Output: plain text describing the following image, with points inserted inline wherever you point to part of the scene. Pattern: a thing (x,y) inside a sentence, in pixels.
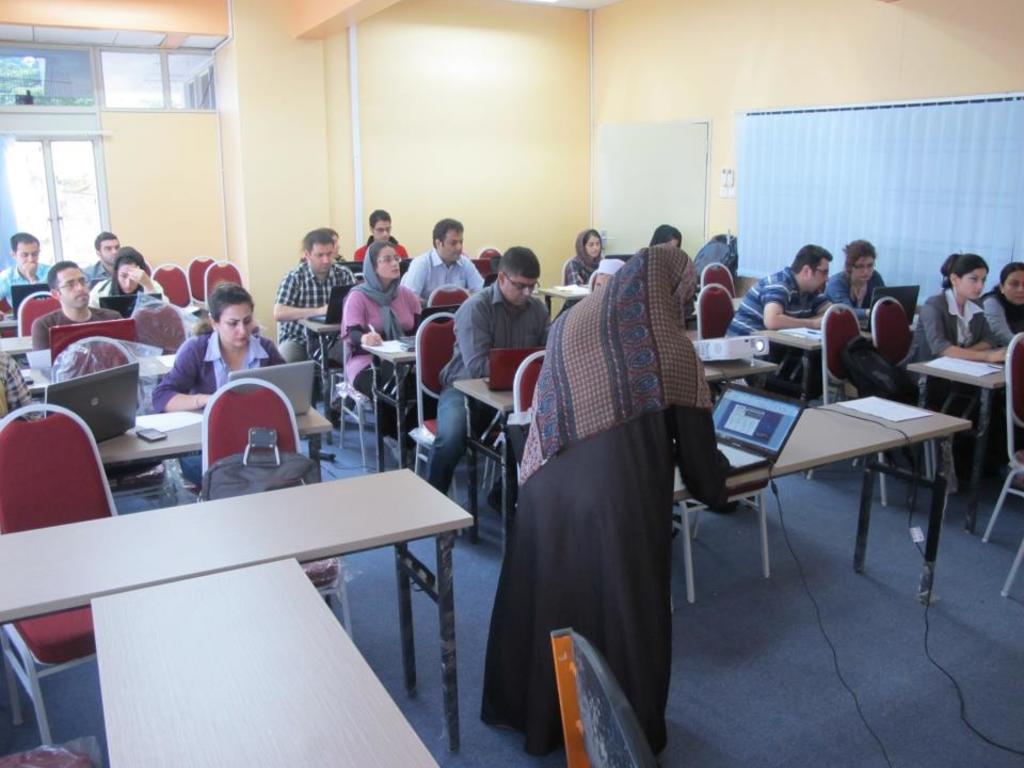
In this image i can see a in side of a class room (565,214) and on the right side (769,318) i can people (786,302) sit on the chair (837,339). And on the middle (679,407) a woman (616,389) wearing black color skirt (605,452) holding a laptop (739,452), and left side (51,542) there is a table (49,557). And There are some chairs (53,426), and some people (24,280) sitting on the chair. And back side of the image there is a window (81,171). And back side of the window (27,88) some trees (23,77) are visible. And right side (788,188) there is a curtain (775,191) visible.
